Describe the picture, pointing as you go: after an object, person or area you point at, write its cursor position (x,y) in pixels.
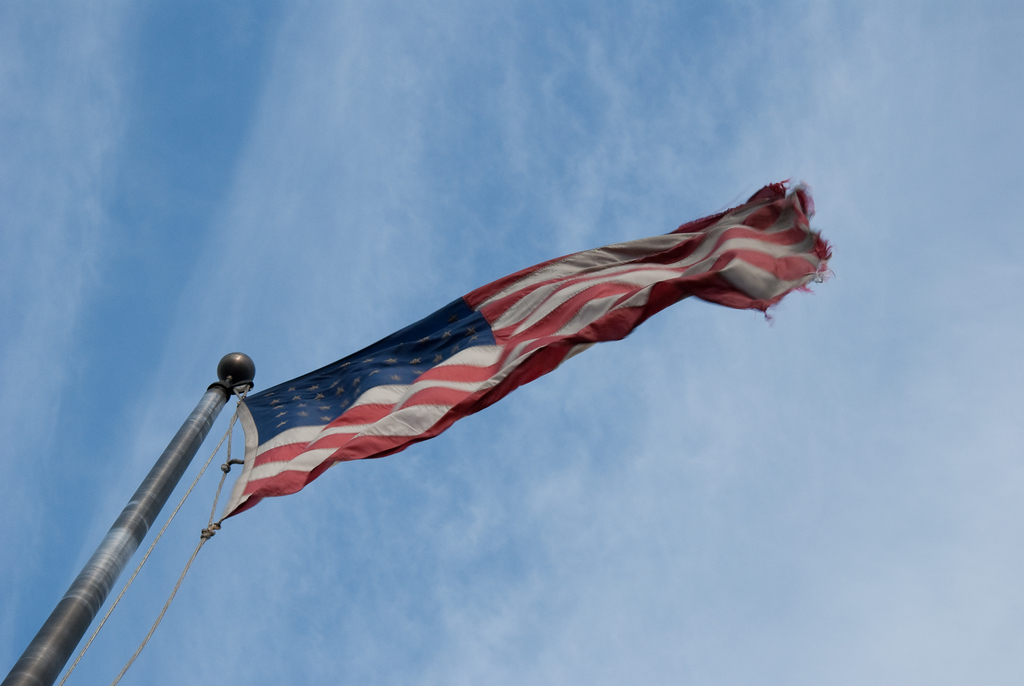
In this image there is a flag (246,449) along with a pole (151,478). In the background (564,152), there is a sky (526,443).
